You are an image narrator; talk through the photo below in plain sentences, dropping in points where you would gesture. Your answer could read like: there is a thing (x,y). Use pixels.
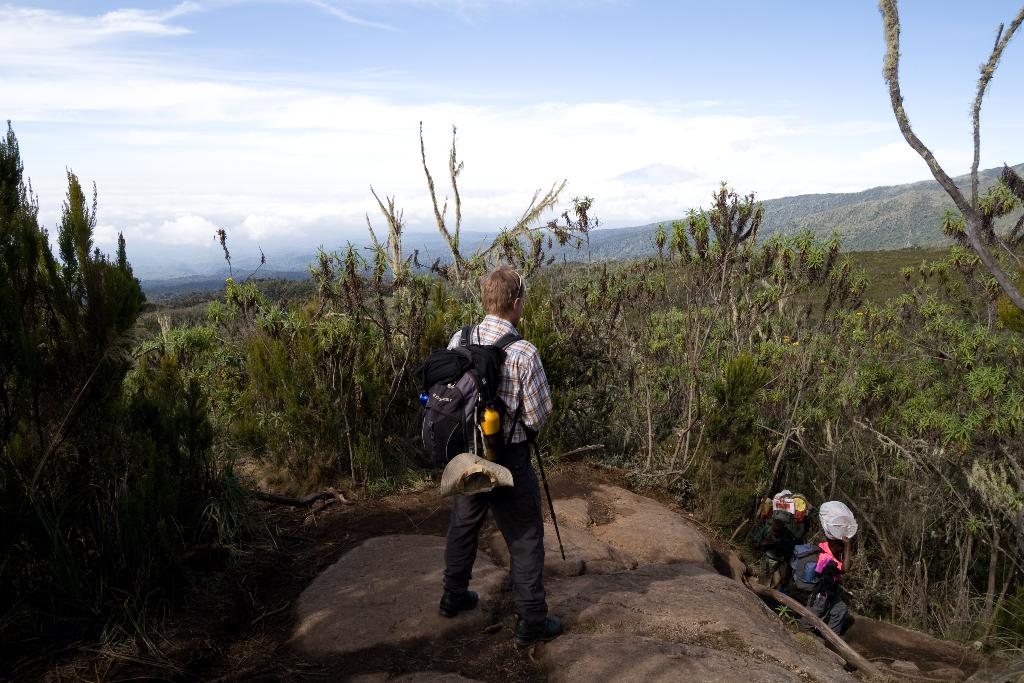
In this image we can see three persons (827,576) with bags (797,549). In the background (325,419) we can see the plants (632,287), trees (93,286) and also the hills (668,245). At the top (688,79) there is sky (560,82) with the clouds (364,137).
